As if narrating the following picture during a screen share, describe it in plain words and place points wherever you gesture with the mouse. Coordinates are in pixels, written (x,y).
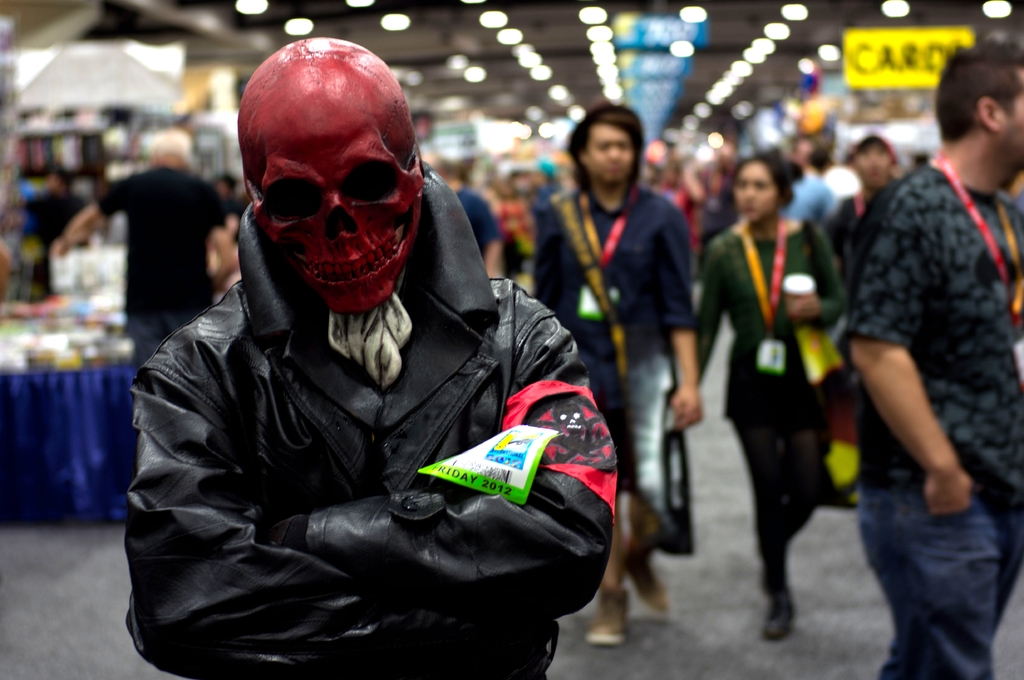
Here we can see a man (475,415) standing and there is a red color skull mask (361,169) on the head (384,248). In the background (958,140) there are few persons (682,189) standing and walking on the floor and we can also see stores (522,140), hoardings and lights (894,9) on the roof top (819,26).
